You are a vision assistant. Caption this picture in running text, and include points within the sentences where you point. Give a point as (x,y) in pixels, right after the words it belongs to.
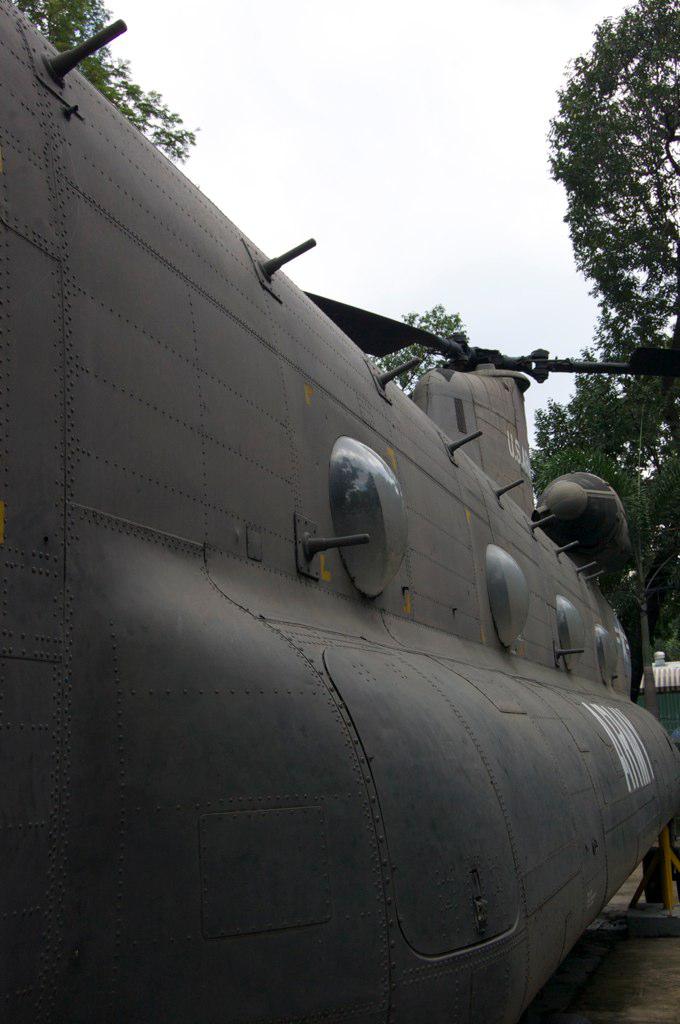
On the left side (146,509), there is a gray color aircraft (602,520) having glass windows (340,475) and a fan (654,353) on the top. In the background (521,287), there are trees (654,524) and there are clouds (431,93) in the sky (412,84).
